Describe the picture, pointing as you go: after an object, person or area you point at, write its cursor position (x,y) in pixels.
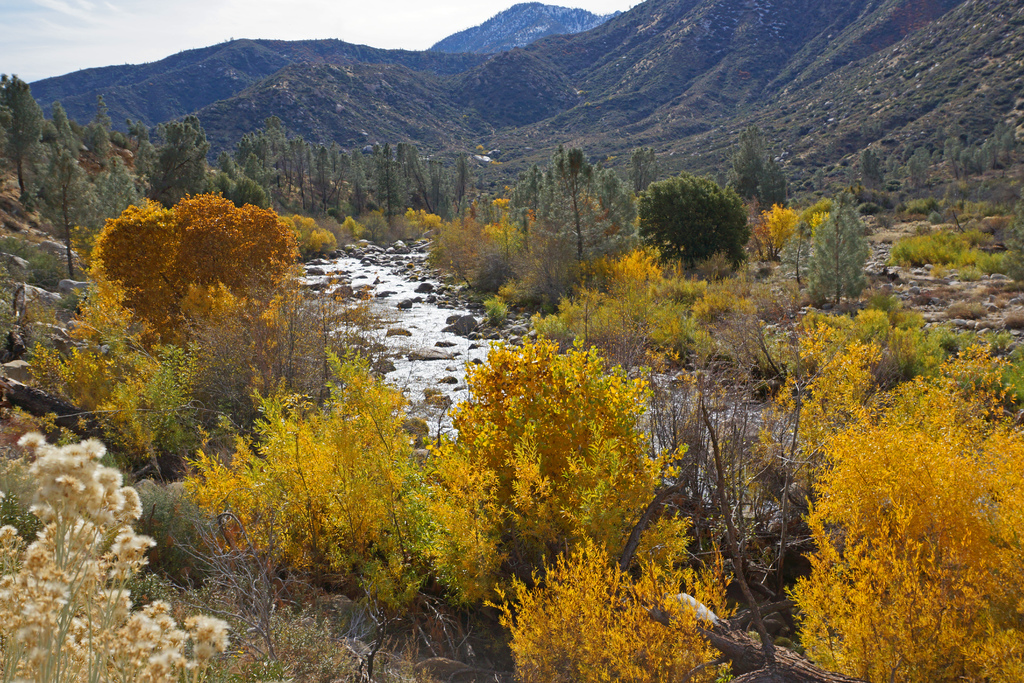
In this image there are trees (465,206), canal (374,289) and mountains (358,48).
